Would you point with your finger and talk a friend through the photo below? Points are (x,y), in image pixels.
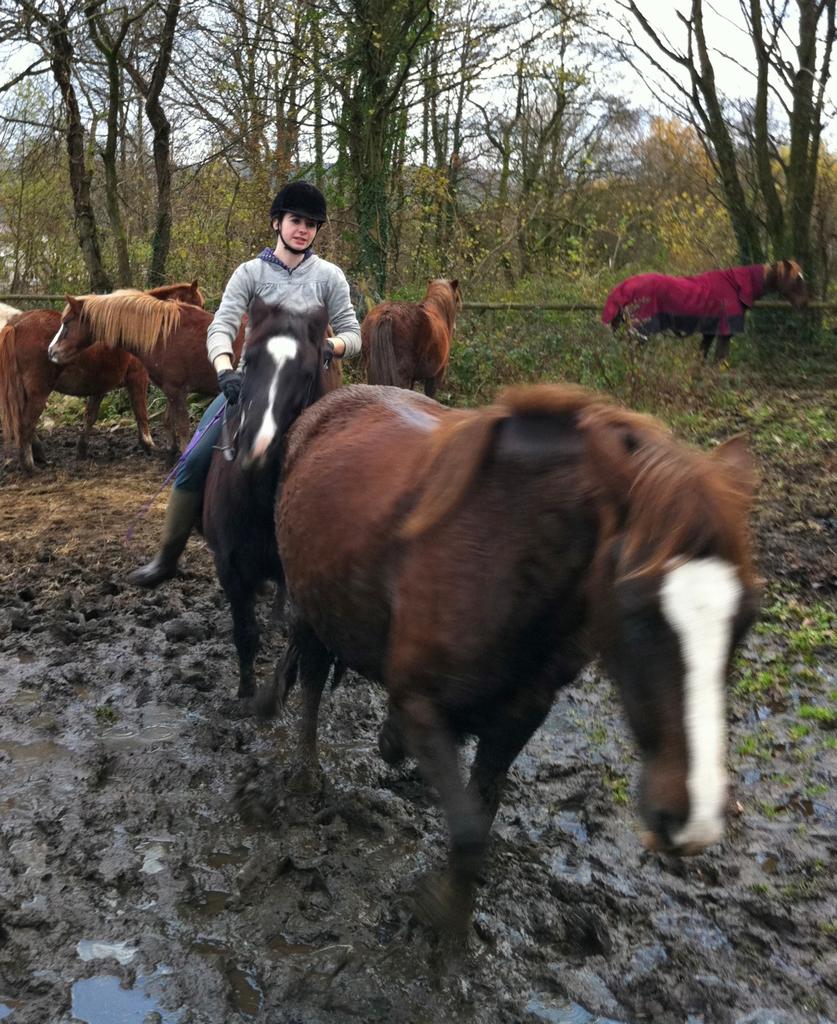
In this picture we can see horses (172,394), there is a person (322,293) sitting on a horse (326,328) in the middle (342,350), at the bottom (566,850) there is mud (585,937), in the background (553,256) we can see trees (489,175) and some plants (558,276), there is the sky (578,2) at the top of the picture (564,119).
